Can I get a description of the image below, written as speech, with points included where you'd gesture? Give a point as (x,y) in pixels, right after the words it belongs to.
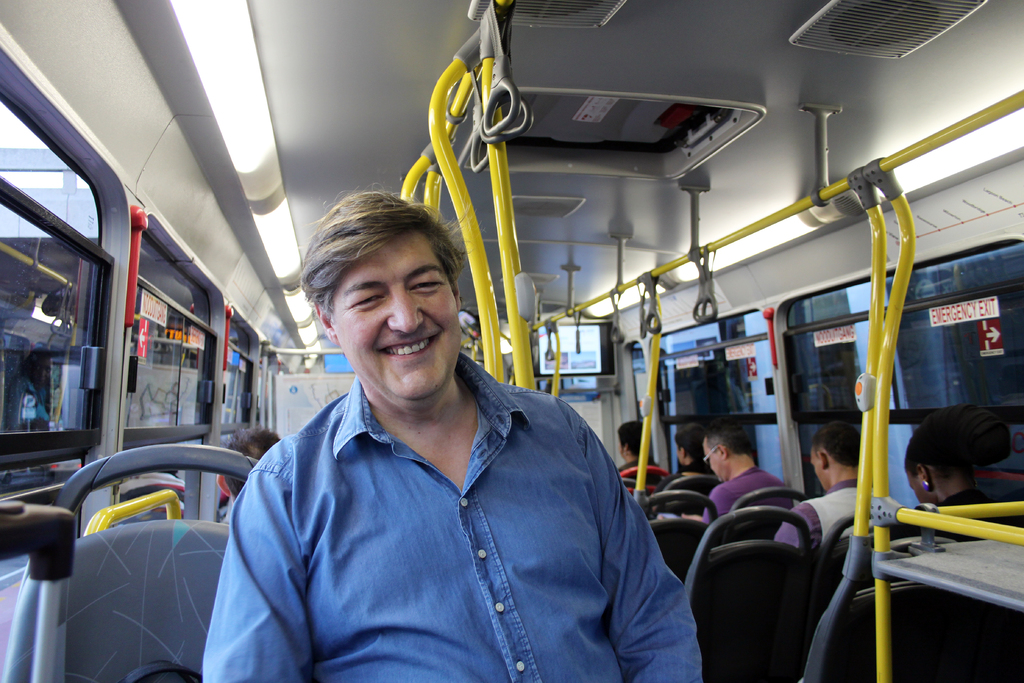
In this image in the front (498,466) there is a man (416,553) sitting and smiling. In the background (828,363) there are poles (510,251) which are yellow in colour, there are persons (722,458) sitting and there are windows (141,371) and there are empty seats (750,552). On the right side (910,367) behind the windows (959,368) there is a wall (903,354) and there is some text (987,315) written on the windows (813,368).
